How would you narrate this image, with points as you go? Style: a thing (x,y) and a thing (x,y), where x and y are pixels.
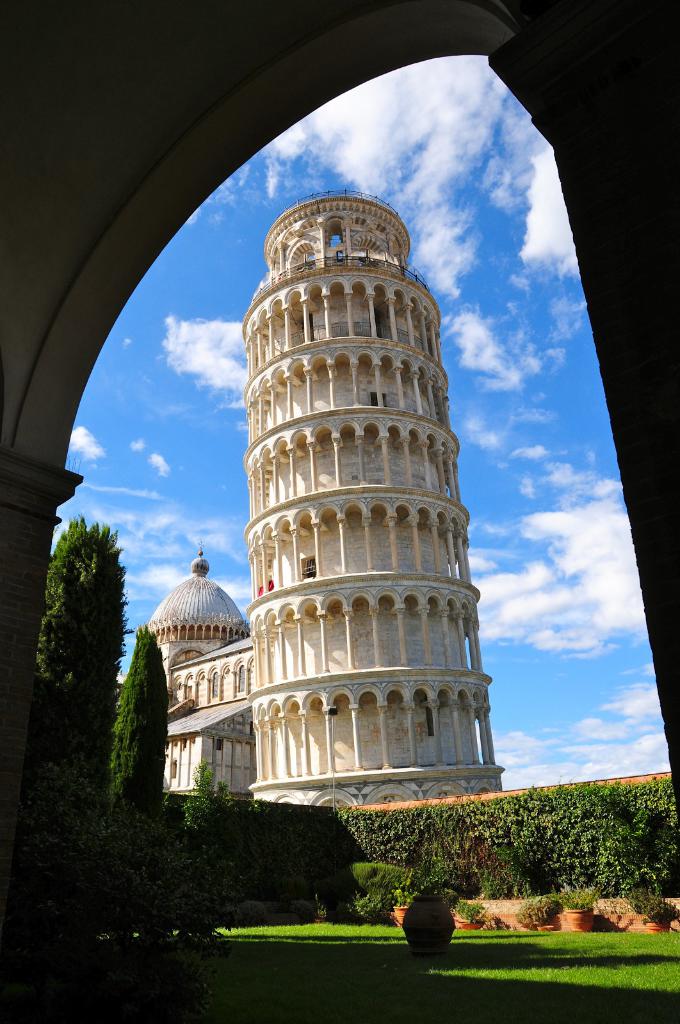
Sky (564,532) is cloudy. Here we can see grass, plants (590,863), trees (145,805) and tower (347,606).
